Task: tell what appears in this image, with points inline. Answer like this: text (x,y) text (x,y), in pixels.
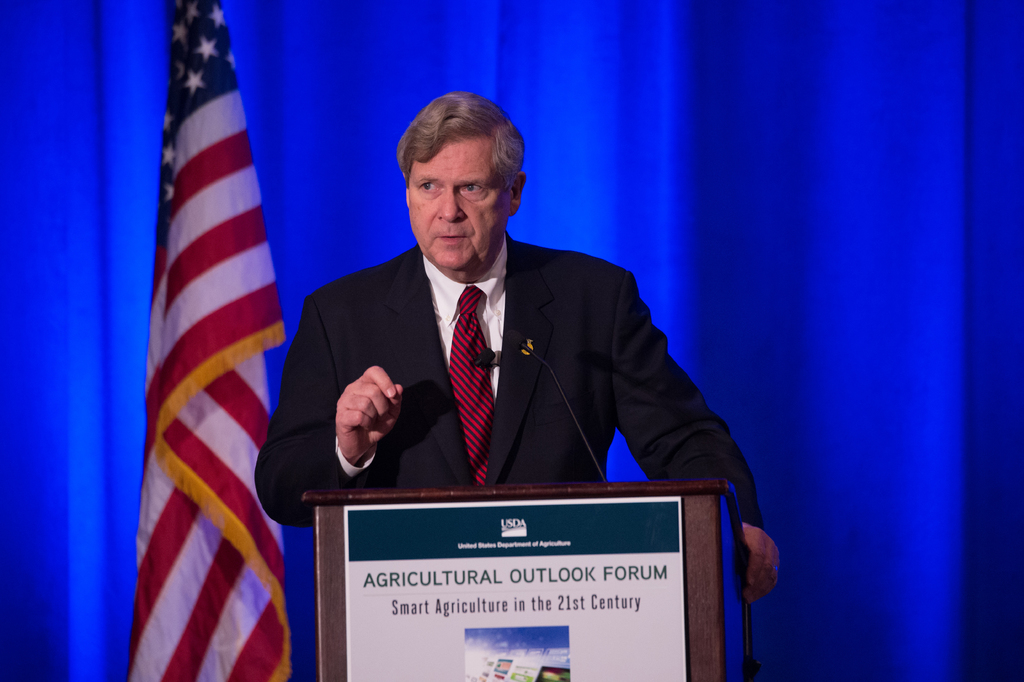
In the center of the image (514,308) we can see a man (544,313) is standing in-front of podium (608,483). On podium (625,490) we can see a mic (569,404) and board (629,510). In the background of the image (861,188) we can see the curtain (841,164) and flag (203,260).
